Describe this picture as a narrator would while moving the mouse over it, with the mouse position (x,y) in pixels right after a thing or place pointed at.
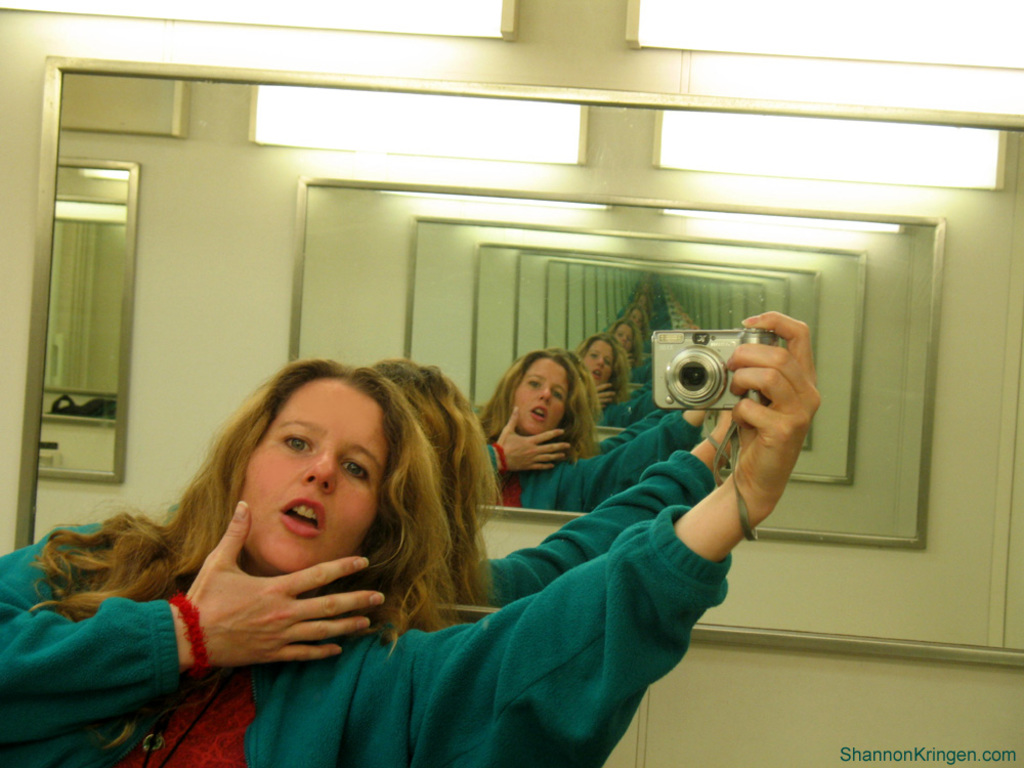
In this picture there is a woman (422,652) towards the left (80,700), she is wearing a green jacket (439,696) and red top (200,762) and she is holding a camera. Behind her there is a mirror (274,147). In the mirror (525,230), there are reflections (630,422) of women (645,393) and camera (664,388).
